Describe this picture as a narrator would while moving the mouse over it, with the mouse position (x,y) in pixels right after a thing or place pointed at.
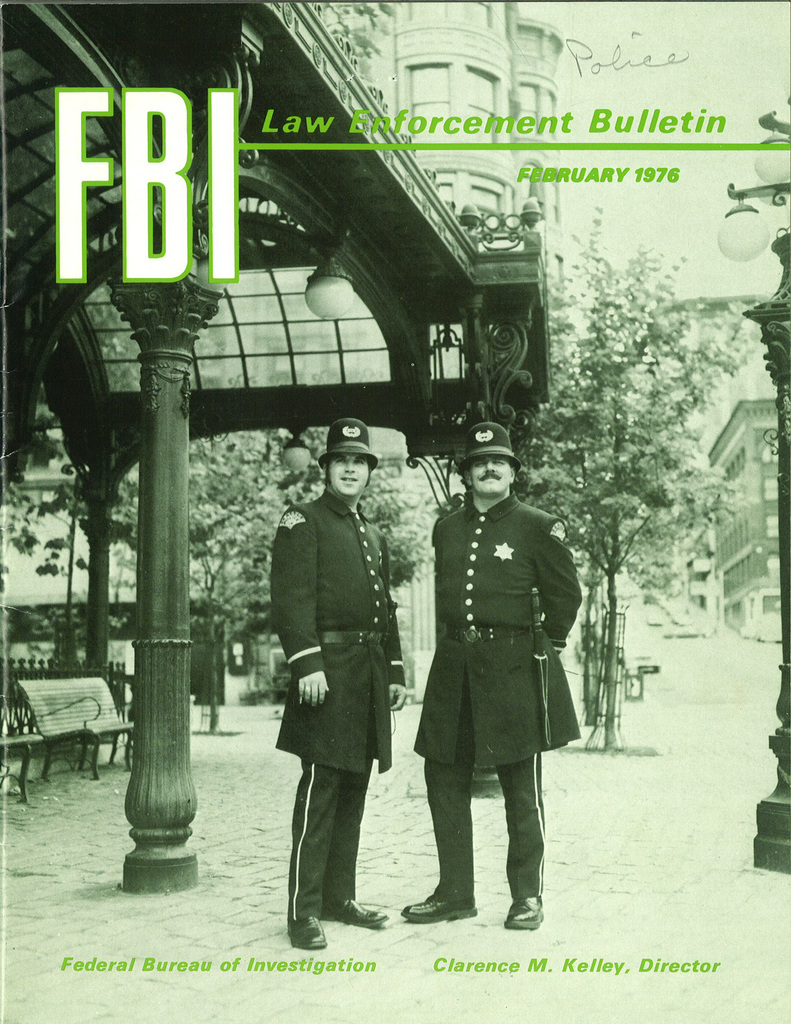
This is an edited picture. In this image there are two people (517,594) standing. At the back (588,388) there are buildings (724,354) and trees (713,348) and there are street lights (786,367). On the left side of the image (86,718) there is a railing (117,698) and there are benches (95,748). At the back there is an object (233,639) on the wall (246,688). At the top (717,60) there is sky (624,90) and there is text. At the bottom (708,833) there is a road (545,955) and there is text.
